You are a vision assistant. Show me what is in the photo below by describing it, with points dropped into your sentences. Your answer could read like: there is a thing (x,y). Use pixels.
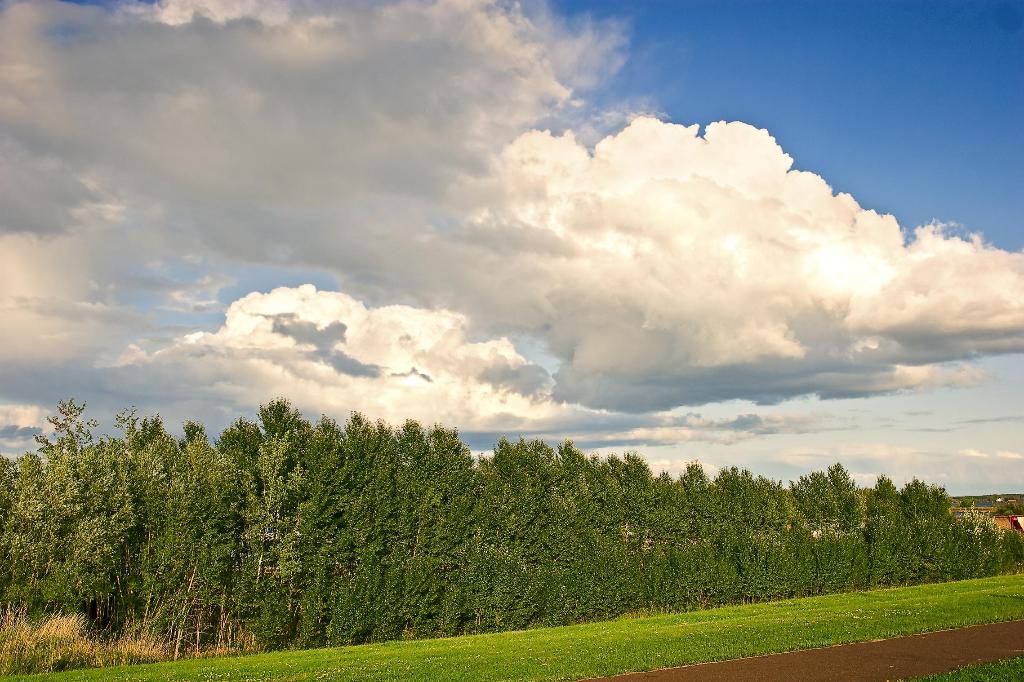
In this picture we can see some trees (553,551) here, at the bottom (586,641) there is grass (538,646), we can see a cloudy sky (659,226) at the top of the picture (535,165).
